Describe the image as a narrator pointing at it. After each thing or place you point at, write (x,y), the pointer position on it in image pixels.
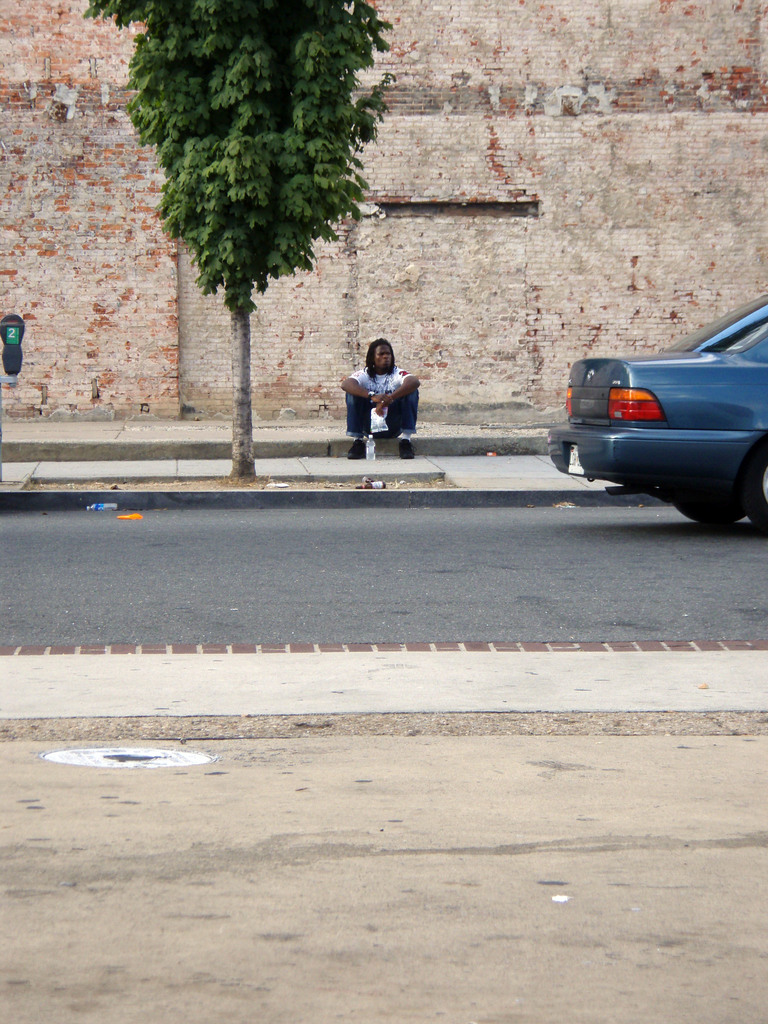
In this image we can see a person (407,392) sitting on the pavement (398,452), there is a car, a parking meter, there is a bottle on the road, also we can see the wall (374,233).
